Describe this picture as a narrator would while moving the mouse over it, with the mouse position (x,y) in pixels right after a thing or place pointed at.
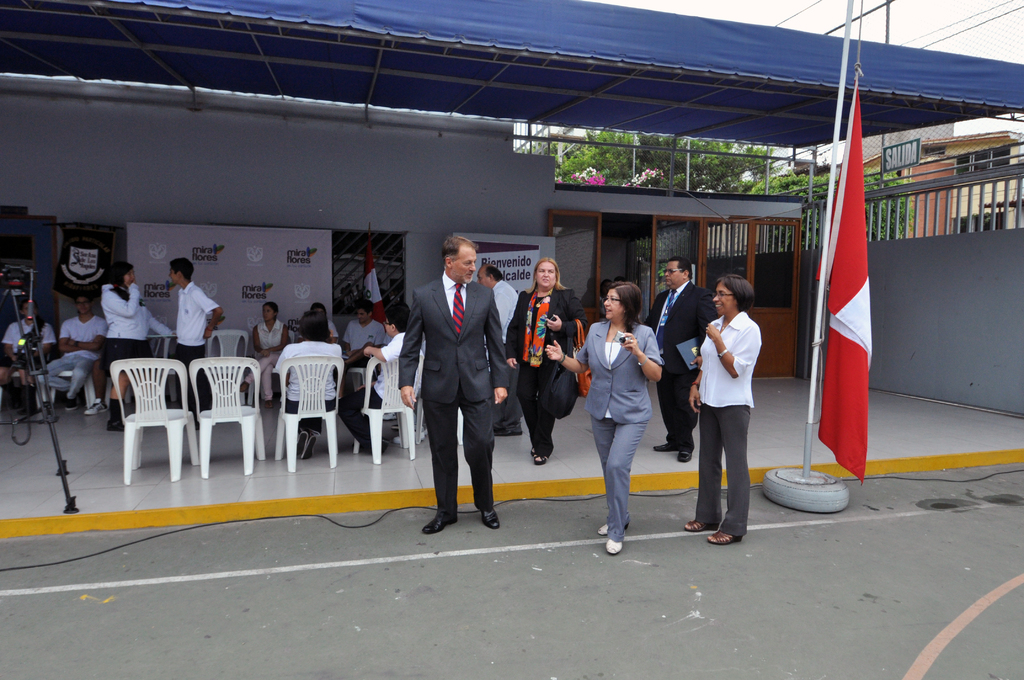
In this picture we can see some people (597,422) are standing and even some people (267,364) are sitting on the chairs (220,412). There is a wall (342,178) and this is hoarding (301,275). Here there is a flag (858,331). And these are the trees (606,151). And this is building (998,184). And even we can see a blue color shade (728,80) and this is the road (213,622).
